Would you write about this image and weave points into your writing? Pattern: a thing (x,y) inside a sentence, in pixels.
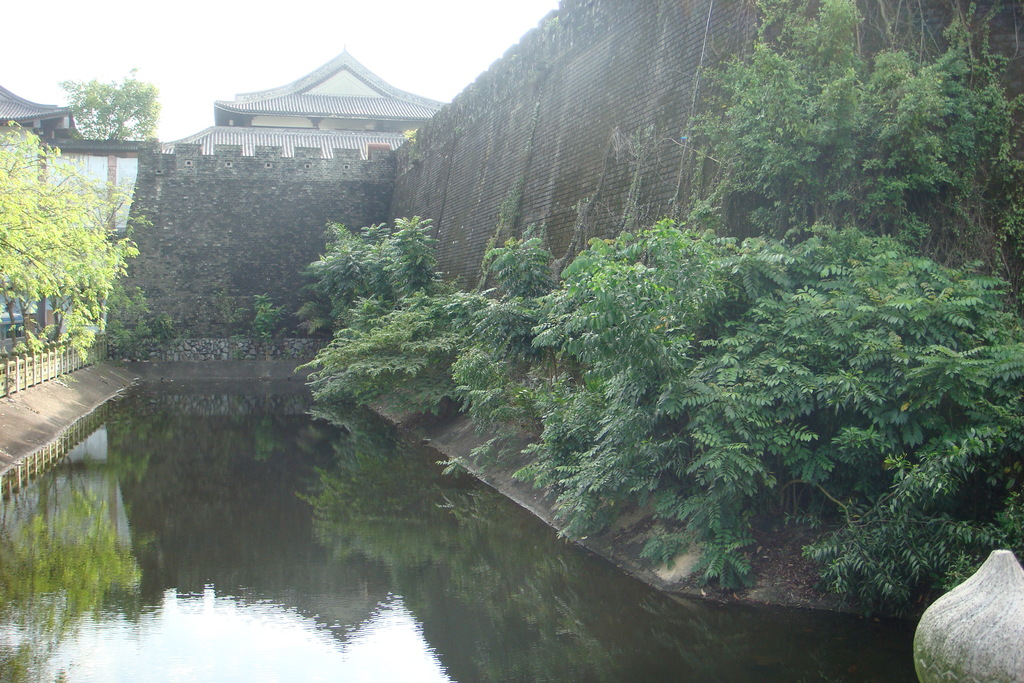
At the bottom of the image (319,559) there is water (327,515). In the background of the image (295,137) there is house (295,137). To the right side of the image (684,41) there is wall (504,179). There are trees (547,319). At the top of the image (166,48) there is sky (291,17).
